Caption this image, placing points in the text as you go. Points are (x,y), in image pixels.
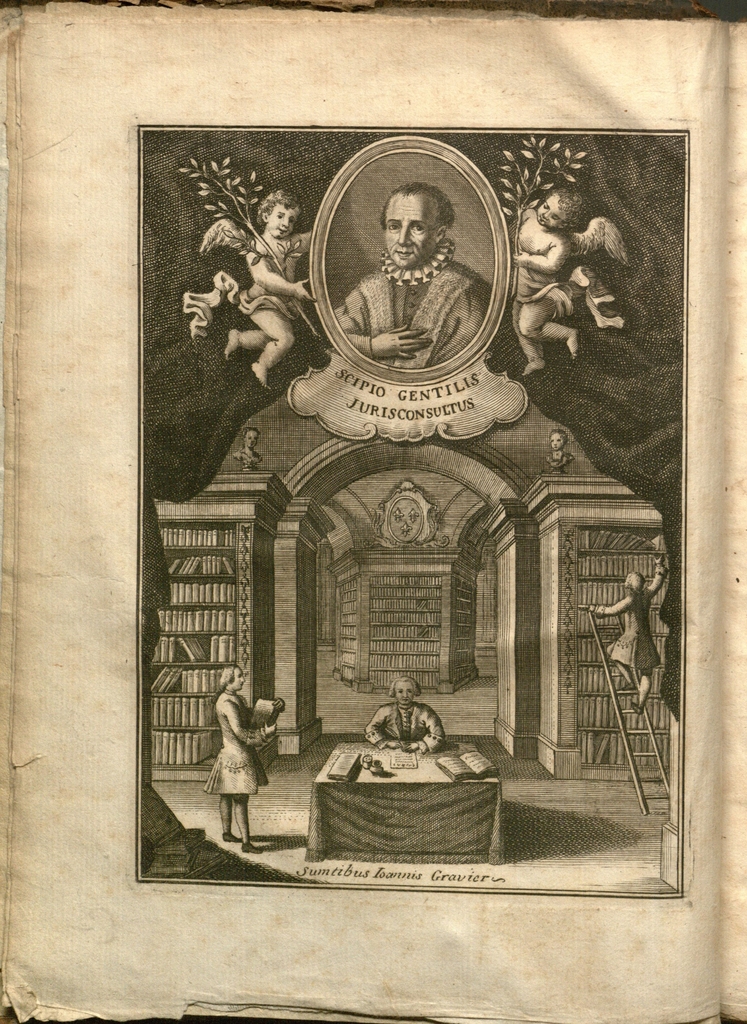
In the image we can see a paper (146,516), in the paper (484,197) we can see few people (219,718) and there is a table (357,752), on the table (487,787) there are some books (450,773) and there is a ladder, on the ladder (613,693) we can a person (610,645).
